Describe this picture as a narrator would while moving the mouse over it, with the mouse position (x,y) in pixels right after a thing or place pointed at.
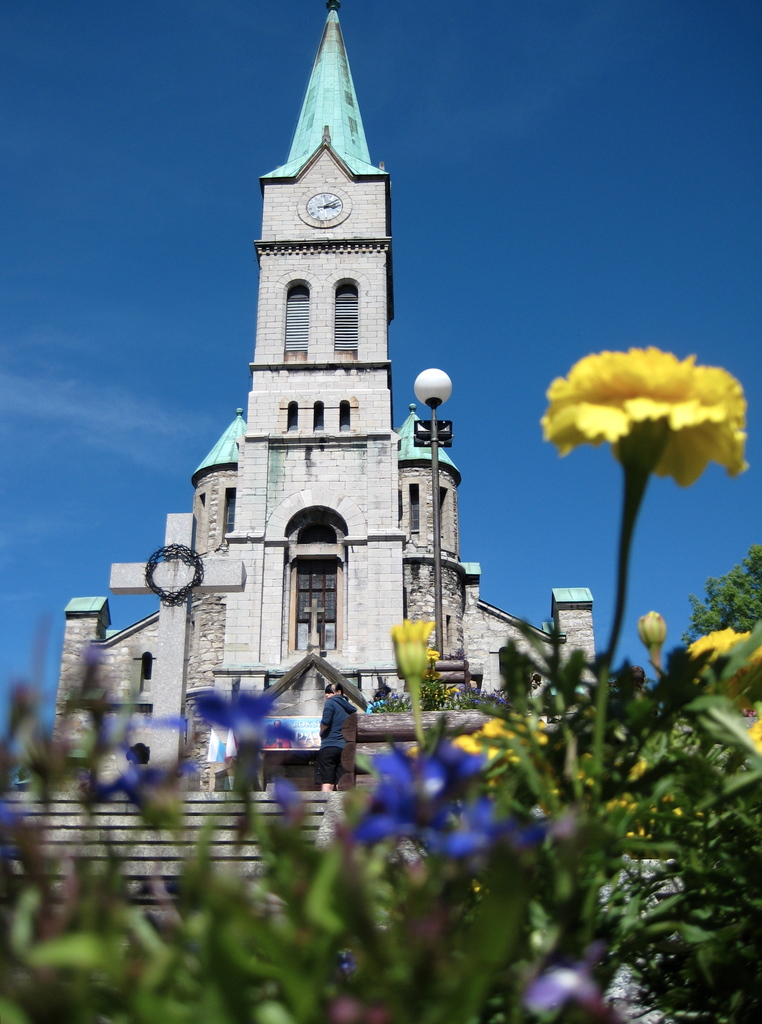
In this image I can see few yellow colour (514,721) and few blue colour flowers (375,808). In the background (259,450) I can see church (280,500), a pole (436,400), a bulb (441,381) on it and the sky (163,268).
